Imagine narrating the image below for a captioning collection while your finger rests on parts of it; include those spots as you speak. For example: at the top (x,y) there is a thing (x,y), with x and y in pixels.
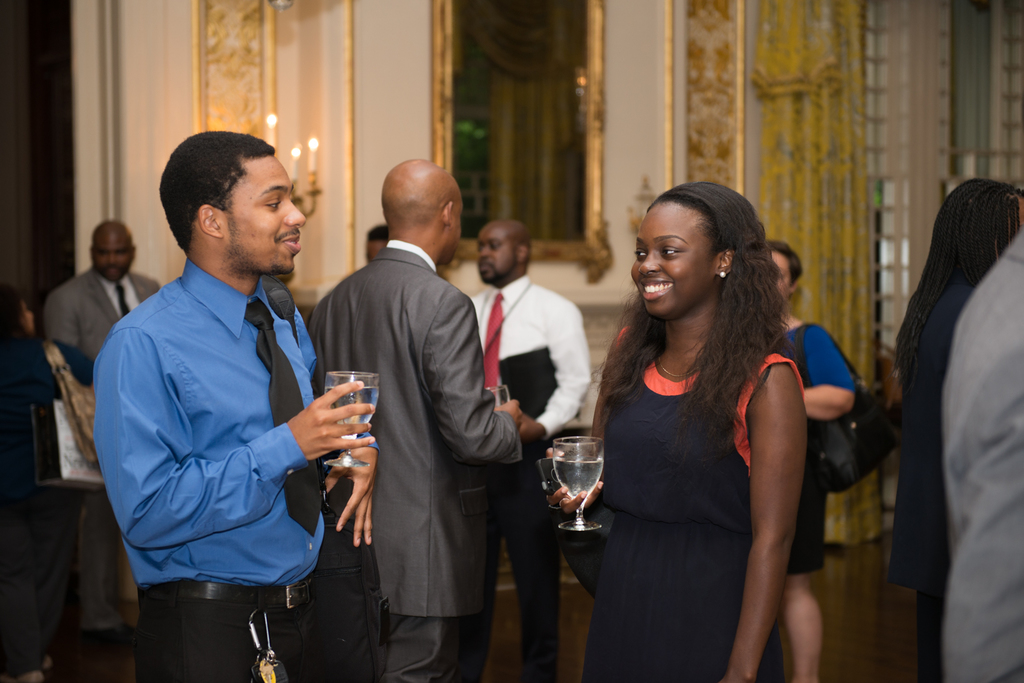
In the image I can see two people (259,486) who are holding the glasses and also I can see some other people (95,554).
